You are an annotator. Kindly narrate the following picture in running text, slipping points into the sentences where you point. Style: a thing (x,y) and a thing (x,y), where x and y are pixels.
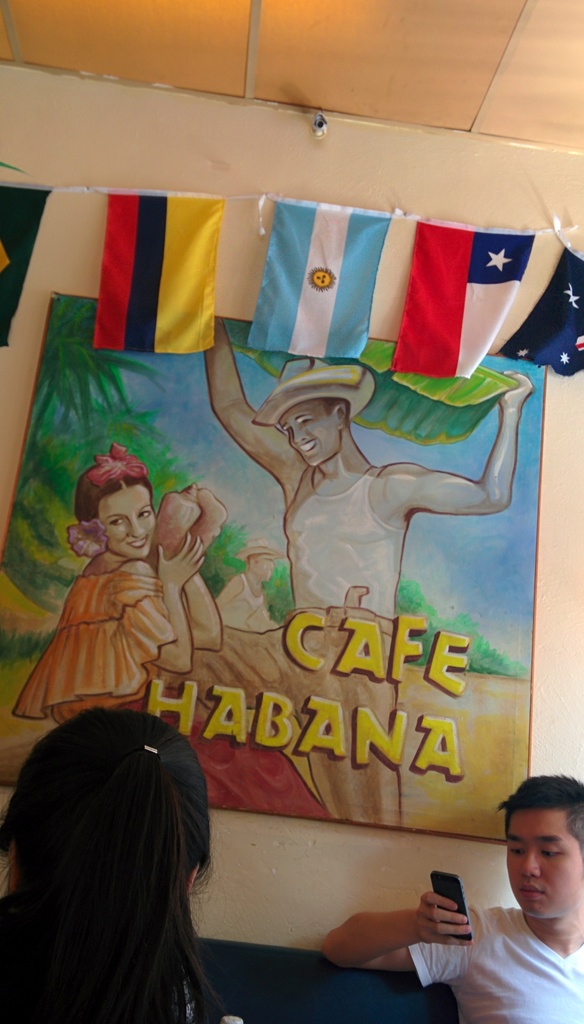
In this image we can see two people (143,945). One person (495,927) wearing a white shirt (541,959) is holding a mobile (462,917) in his hand (435,907). In the background (9,250), we can see group of flags (302,280) and a photo frame (220,528) on the wall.
